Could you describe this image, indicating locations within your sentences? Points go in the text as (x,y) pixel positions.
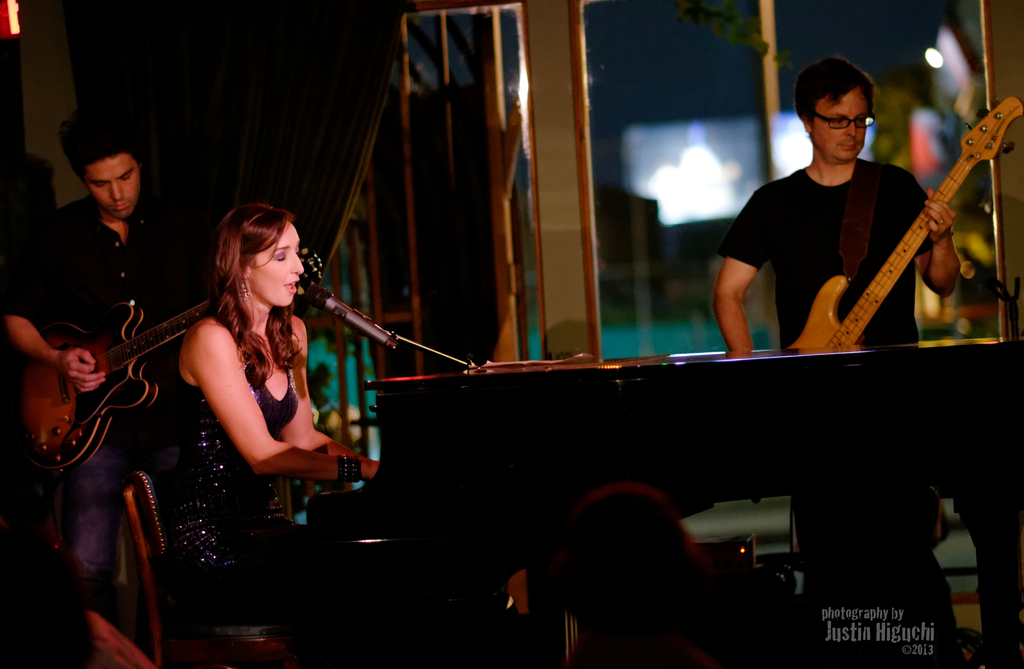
In this picture we can see two boys (72,272) and one girl (197,530), Girl (226,513) wearing beautiful gown (212,531) sitting on the chair (273,647) and playing black piano (447,429) and singing in the microphone (391,337). Beside we can see boy (112,273) Wearing black shirt (68,259) playing guitar (62,409) and on the right (835,245) a person (835,245) wearing black shirt (841,270) also playing Guitar (834,328). On behind we can see Big Curtain (332,130) and glass windows (495,189).
